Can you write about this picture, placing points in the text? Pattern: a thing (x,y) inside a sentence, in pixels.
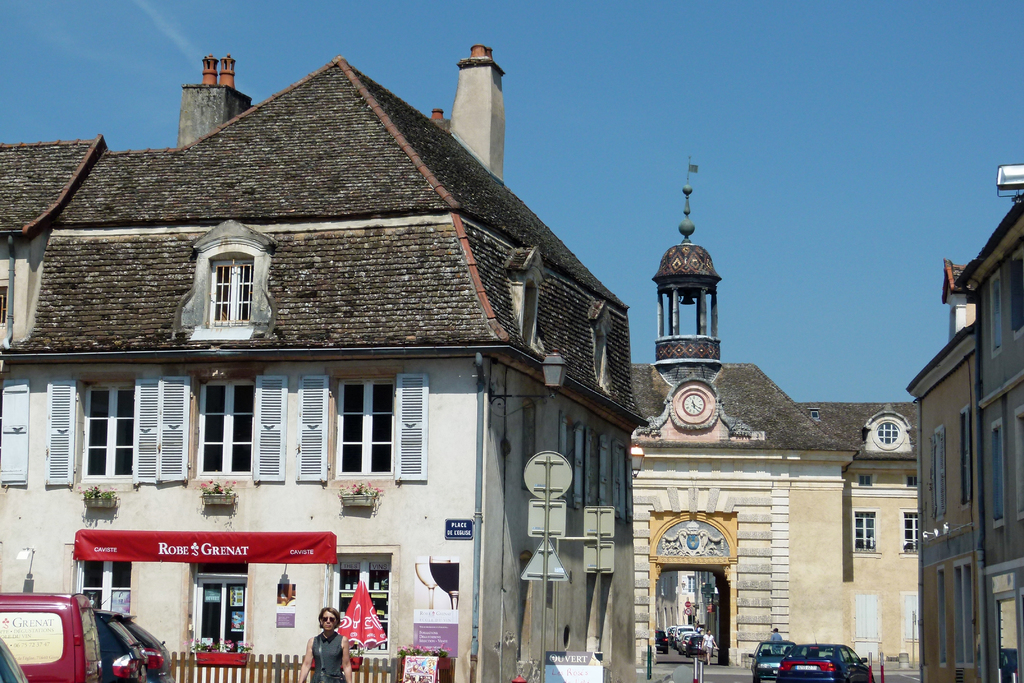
This image is taken outdoors. At the top of the image (599,101) there is the sky (578,80). In the middle of the image (504,453) there are three buildings (837,542) with walls (860,575), windows (340,436), doors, grills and roofs (761,422). There is a clock (704,401) on the wall (686,435). There are a few boards (428,645) with text (565,677) on them. A few cars (696,652) are moving on the road (678,665) and two women (332,655) are walking. There is a closed umbrella (362,647). There is a wooden fence (286,672). On the left side of the image (94,647) a few cars (71,631) are parked on the road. There are a few plants (366,492) in the pots (92,502).
